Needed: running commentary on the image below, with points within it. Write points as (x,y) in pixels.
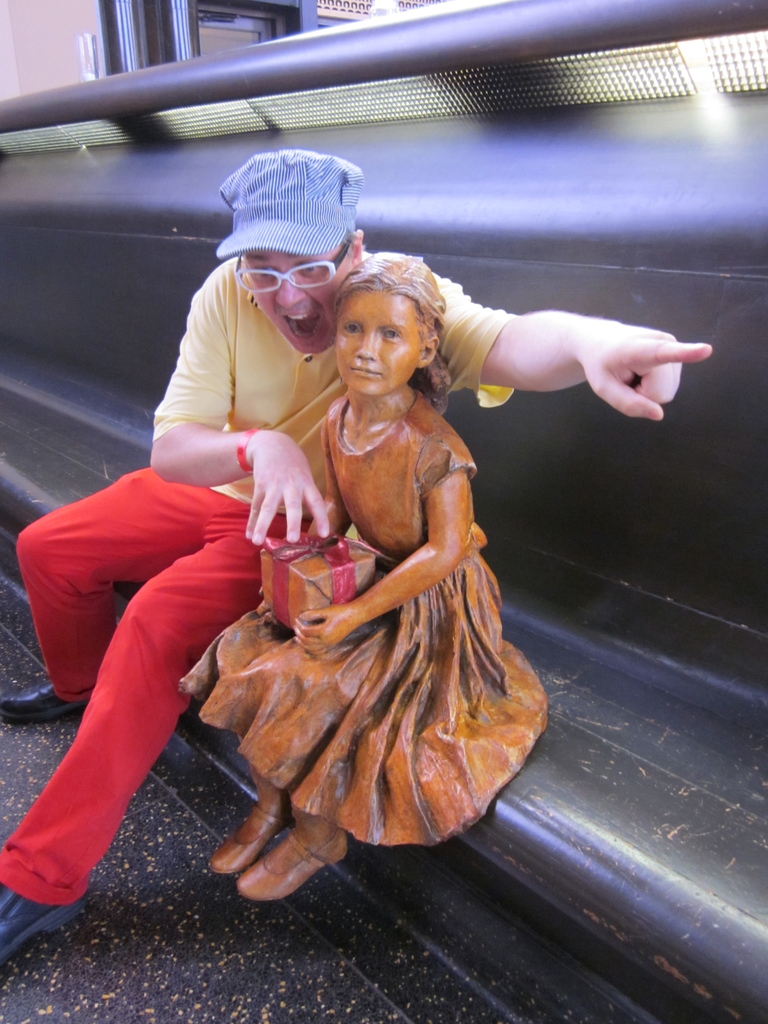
In the foreground (342,703) I can see a girl's statue (371,713) and a person (313,507) is sitting on a bench (148,461). In the background (695,4) I can see a metal rod (730,23), door (169,6) and a wall (409,2). This image is taken may be during a day.
